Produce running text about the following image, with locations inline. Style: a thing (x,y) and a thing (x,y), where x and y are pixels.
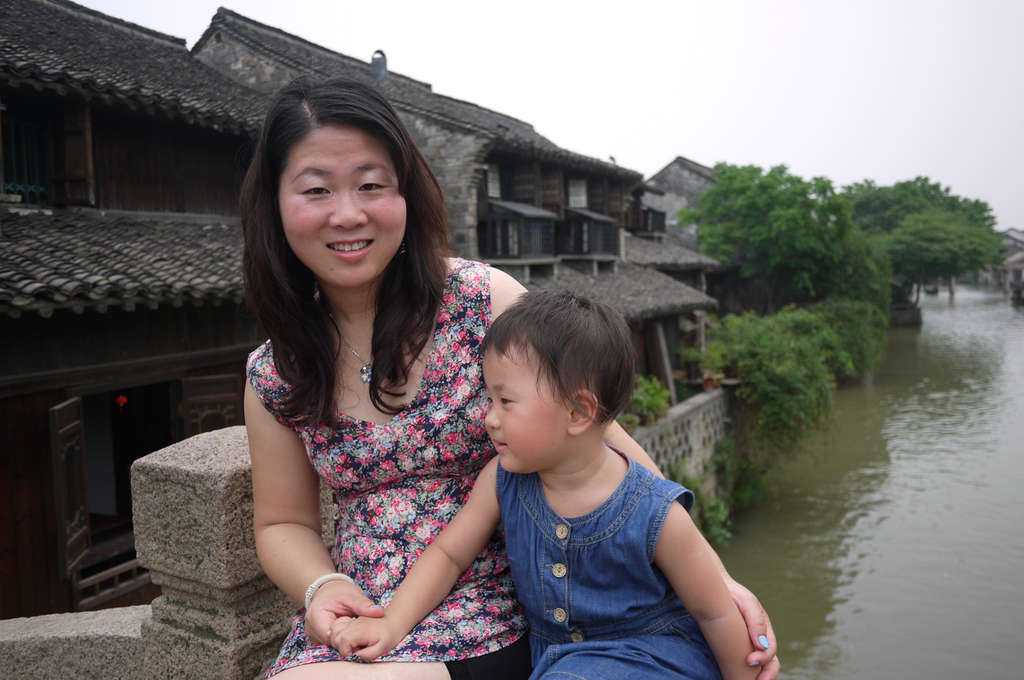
As we can see in the image there are houses (507,198), tree (822,309), water (933,422) and two people (481,343) sitting in the front (468,372). At the top (672,42) there is sky (699,36).
